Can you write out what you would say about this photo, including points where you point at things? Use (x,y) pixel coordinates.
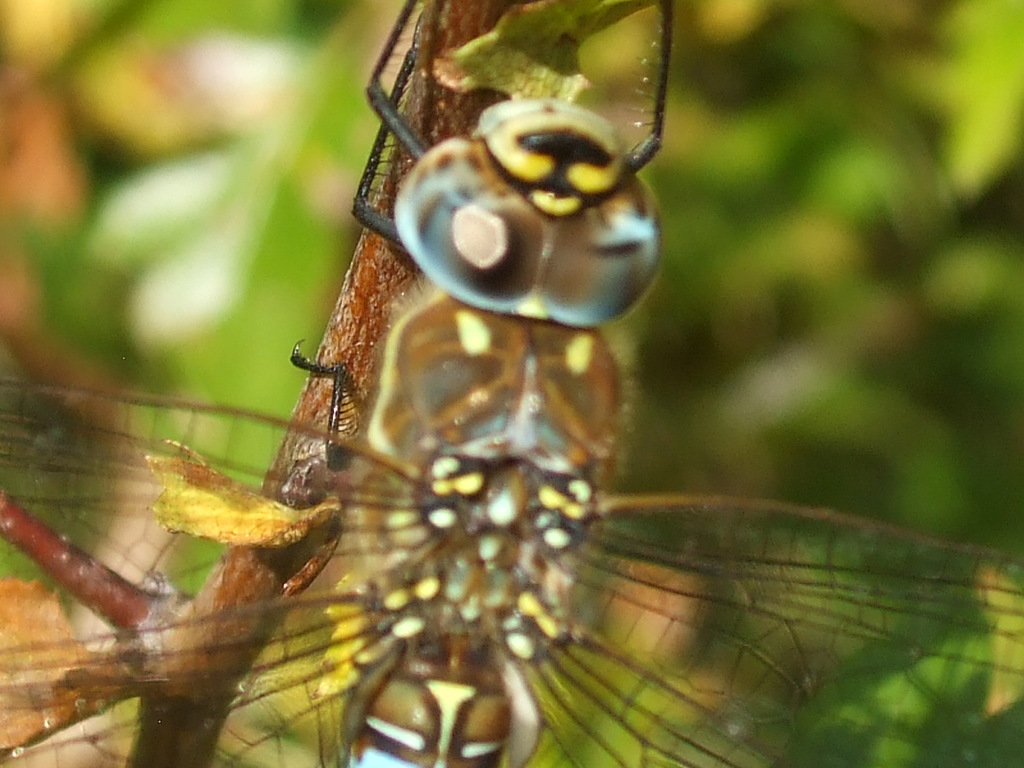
In this image I can see an insect (400,345) on the brown color plant stem (379,329). Background (149,270) is in green color.
